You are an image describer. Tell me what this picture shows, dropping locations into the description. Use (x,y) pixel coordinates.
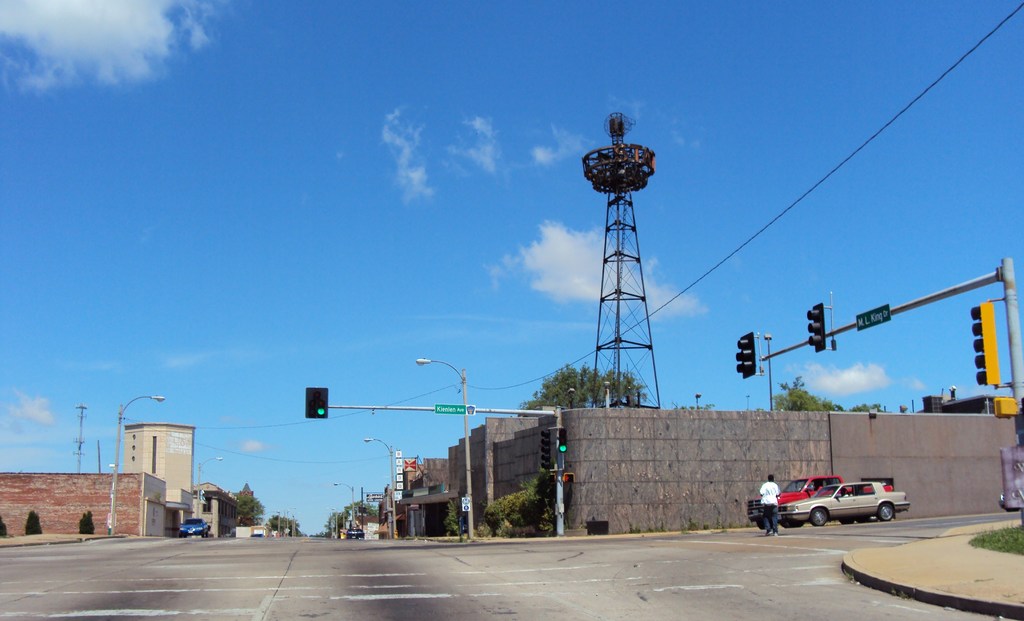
In this image we can see sky (323,209) with clouds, tower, traffic poles (1017,482), traffic signals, street poles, street lights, buildings (842,421), sign boards (1017,505), motor vehicles (868,487), persons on the road (546,558) and grass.
